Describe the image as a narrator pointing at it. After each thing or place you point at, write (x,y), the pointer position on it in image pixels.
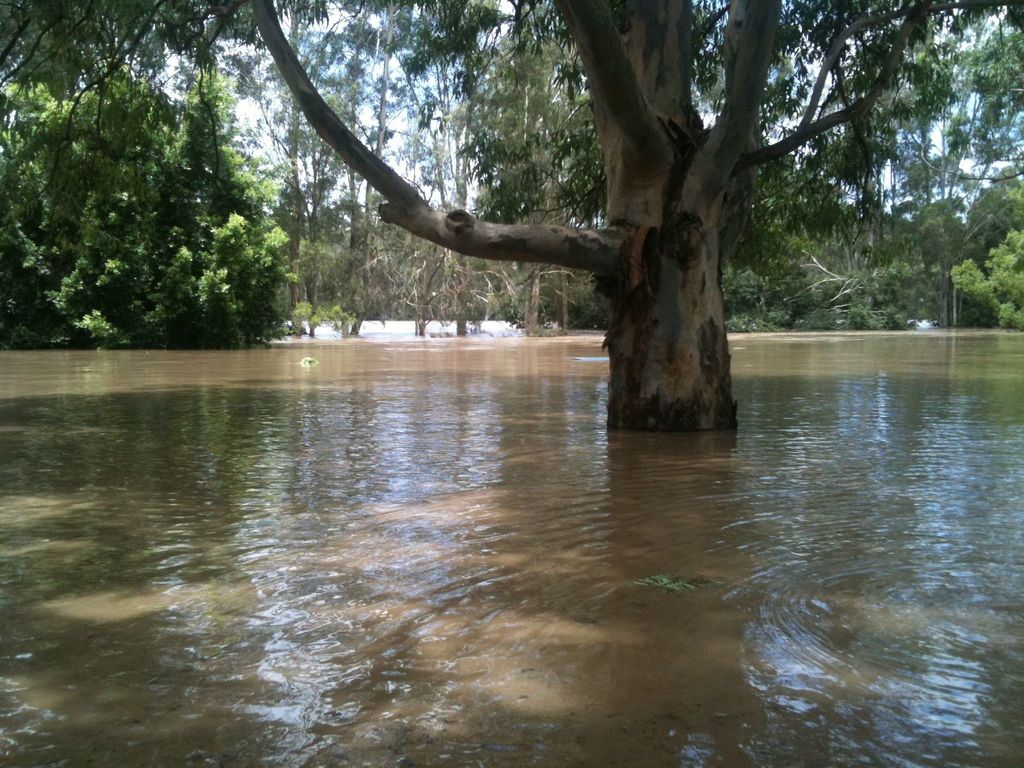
This picture shows trees (527,220) around and we see water (475,583).
